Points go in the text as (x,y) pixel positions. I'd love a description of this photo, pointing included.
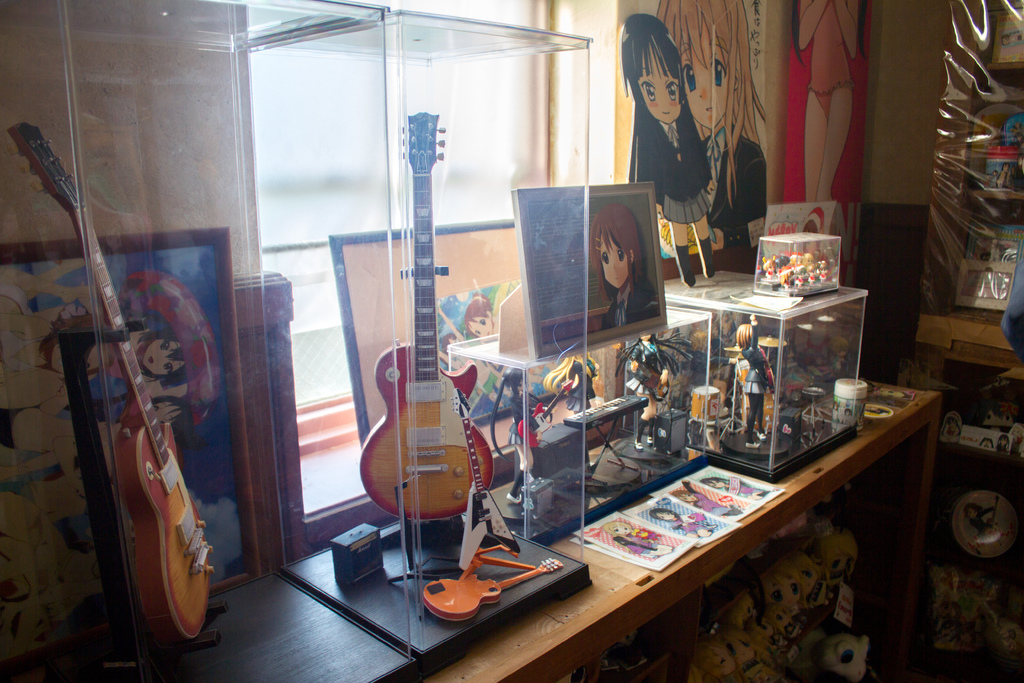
In this picture we can see a table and on table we have guitars (408,400) in glass (408,199) and some toys (648,378) inside the glasses (687,379) and above the glass (684,315) we have frame (647,236) and box (832,260) and in the background (684,173) we can see wall (775,73) with cartoon paintings (737,109) and under the table (876,457) also we have rack (879,568) full of toys (799,581).
